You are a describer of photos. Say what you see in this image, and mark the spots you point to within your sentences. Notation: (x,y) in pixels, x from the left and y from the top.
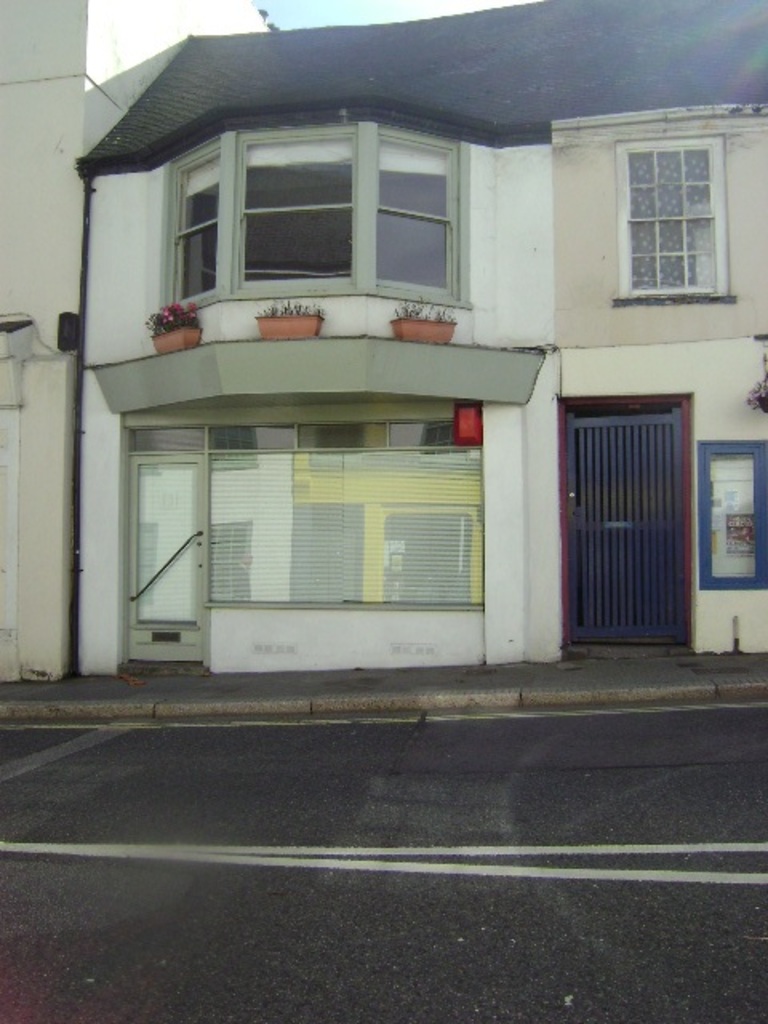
In the image we can see there is a building (261,501) and there are windows (425,558) on the building (256,348). There are flowers (170,317) on the plants (193,313) and the plants (177,306) are kept in the pots (296,325). There is a road (334,892).
